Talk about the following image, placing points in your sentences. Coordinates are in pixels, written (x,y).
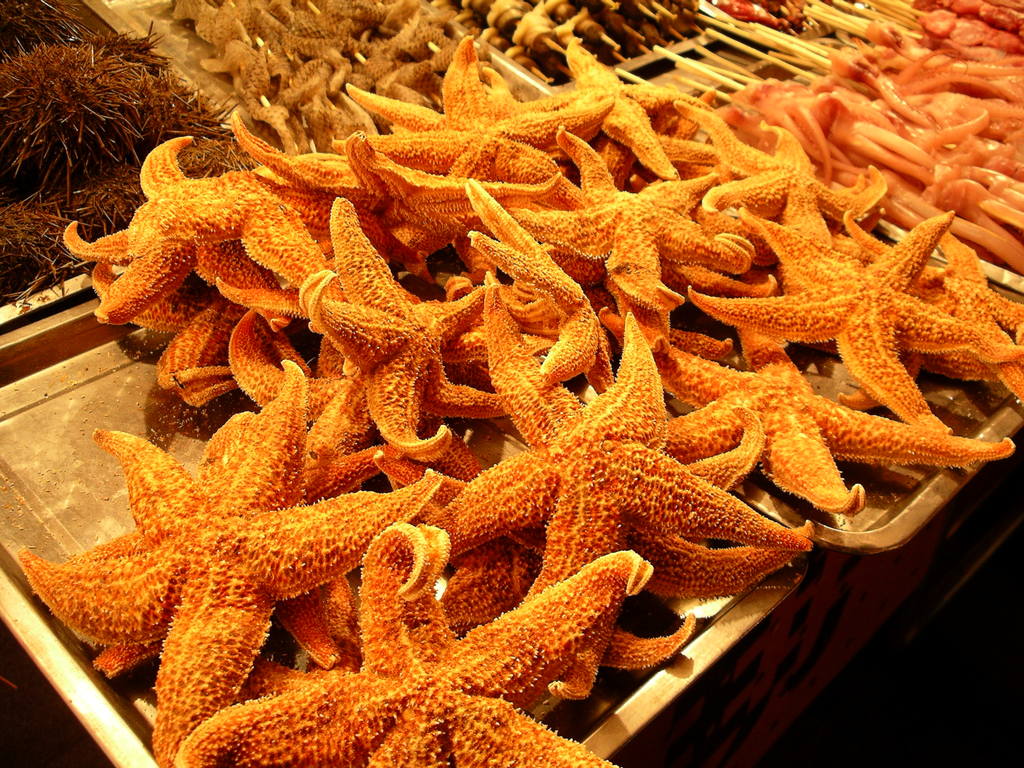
In this image, there are starfishes (620,434) and other meat (905,44) arranged on the trays (878,549). And the background is dark in color.
